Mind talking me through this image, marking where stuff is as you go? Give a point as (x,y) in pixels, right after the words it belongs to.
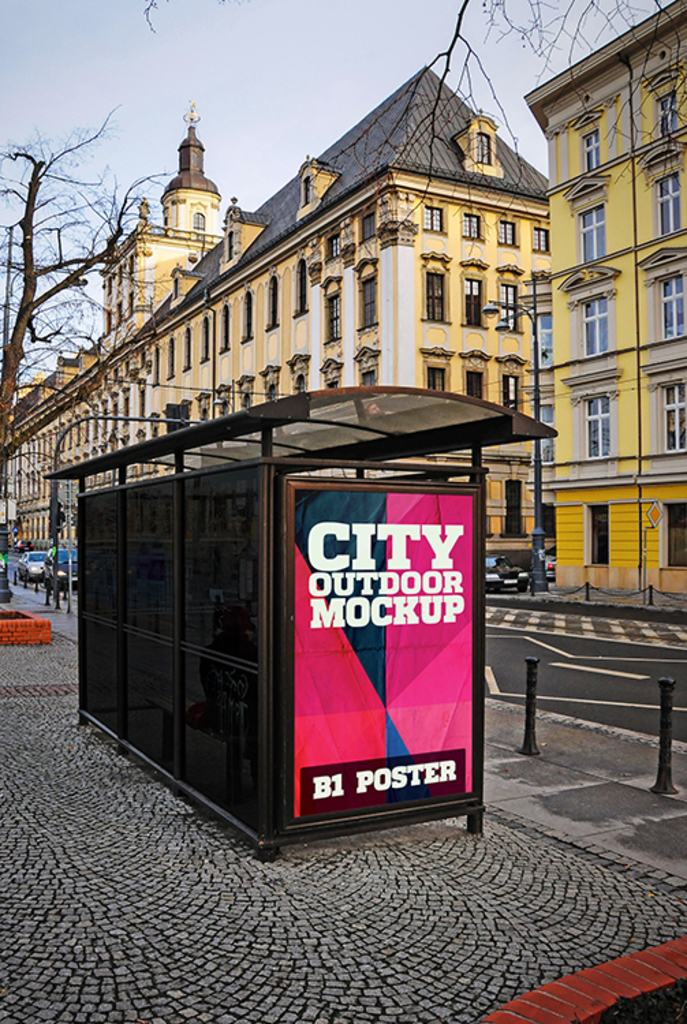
This image is taken outdoors. At the top of the image (193,90) there is the sky (228,71) with clouds (244,70). At the bottom of the image (360,968) there is a road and there is a sidewalk (571,904). In the background (428,318) there are a few buildings (269,356). There are a few trees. A few cars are moving on the road (601,629). There is a fence (632,594). There is a pole (536,473) with a street light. In the middle of the image (375,629) there is a bus stop (295,652). There is a board (374,660) with a text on it.
